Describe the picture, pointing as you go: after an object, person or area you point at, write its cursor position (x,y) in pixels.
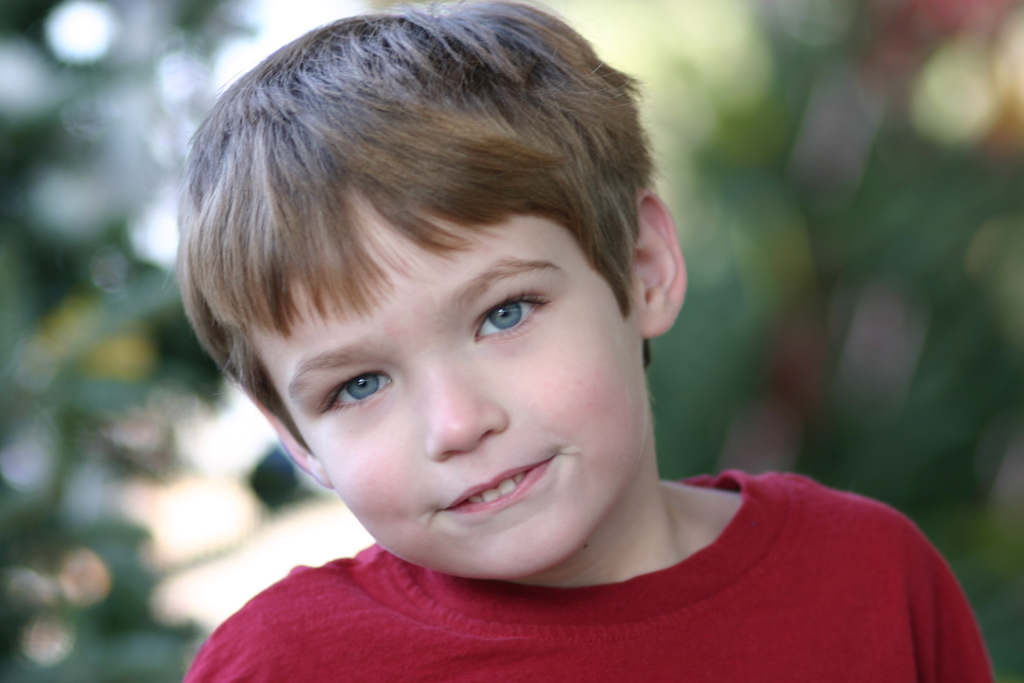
In this image there is a boy (640,672) wearing red t-shirt (564,643). The background (169,61) is blurry.
